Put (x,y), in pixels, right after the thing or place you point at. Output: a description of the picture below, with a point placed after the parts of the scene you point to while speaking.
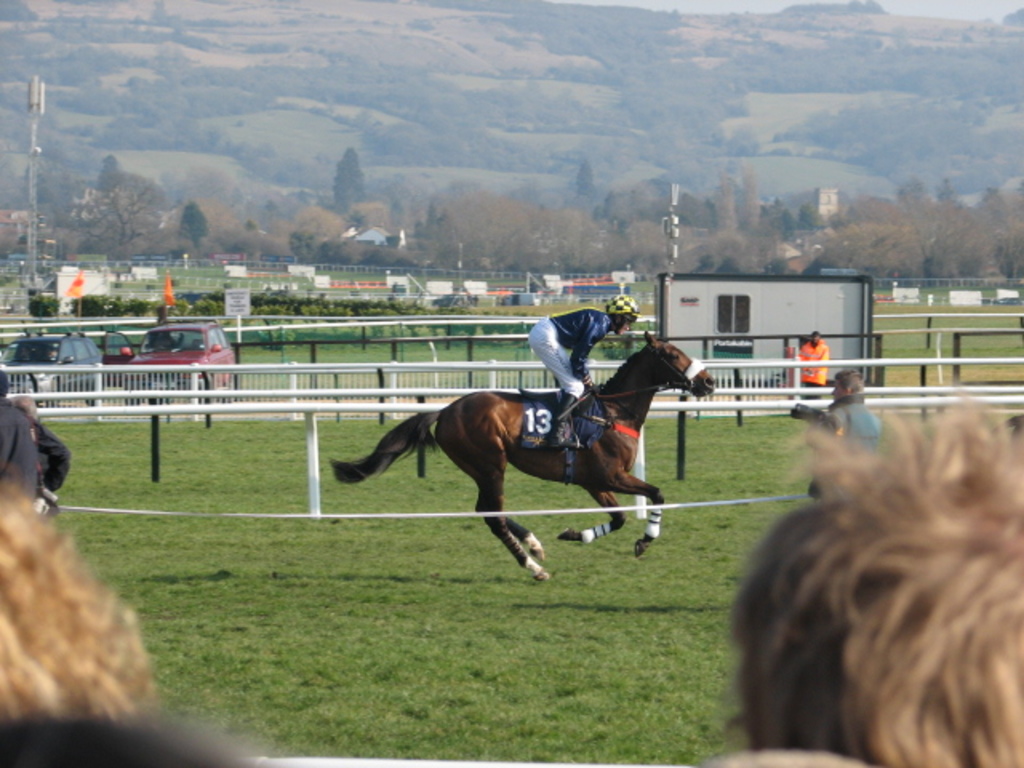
Here we can see a person (553,320) riding a horse (443,414). This is grass (370,595) and there are few persons (48,736). Here we can see cars (5,359), fence (228,400), plants (315,300), boards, and trees (391,250).
